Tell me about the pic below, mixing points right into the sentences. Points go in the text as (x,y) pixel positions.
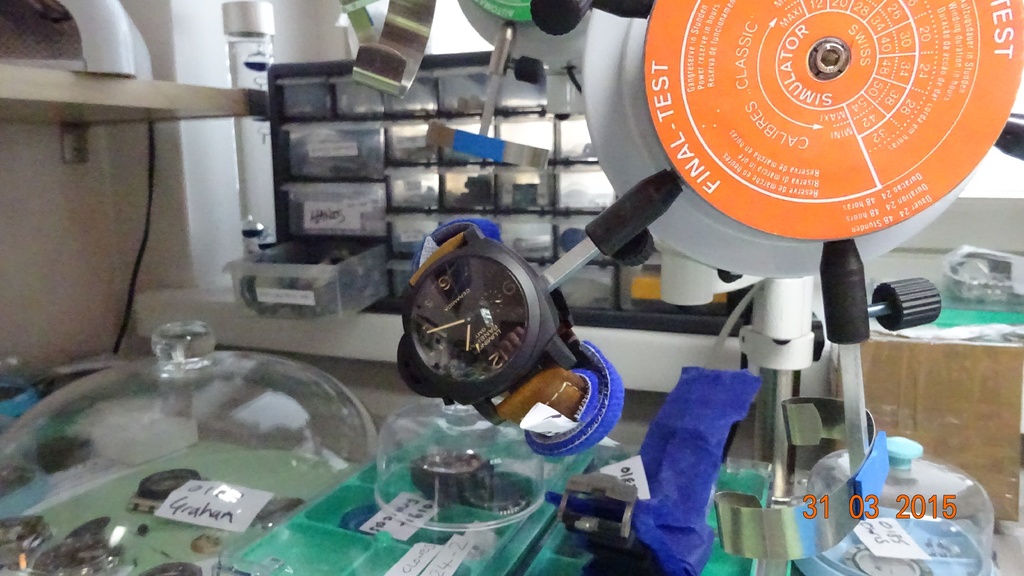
In this image, we can see some electrical objects (775,83). We can also see some plastic boxes (324,214) on the shelves (350,245).
